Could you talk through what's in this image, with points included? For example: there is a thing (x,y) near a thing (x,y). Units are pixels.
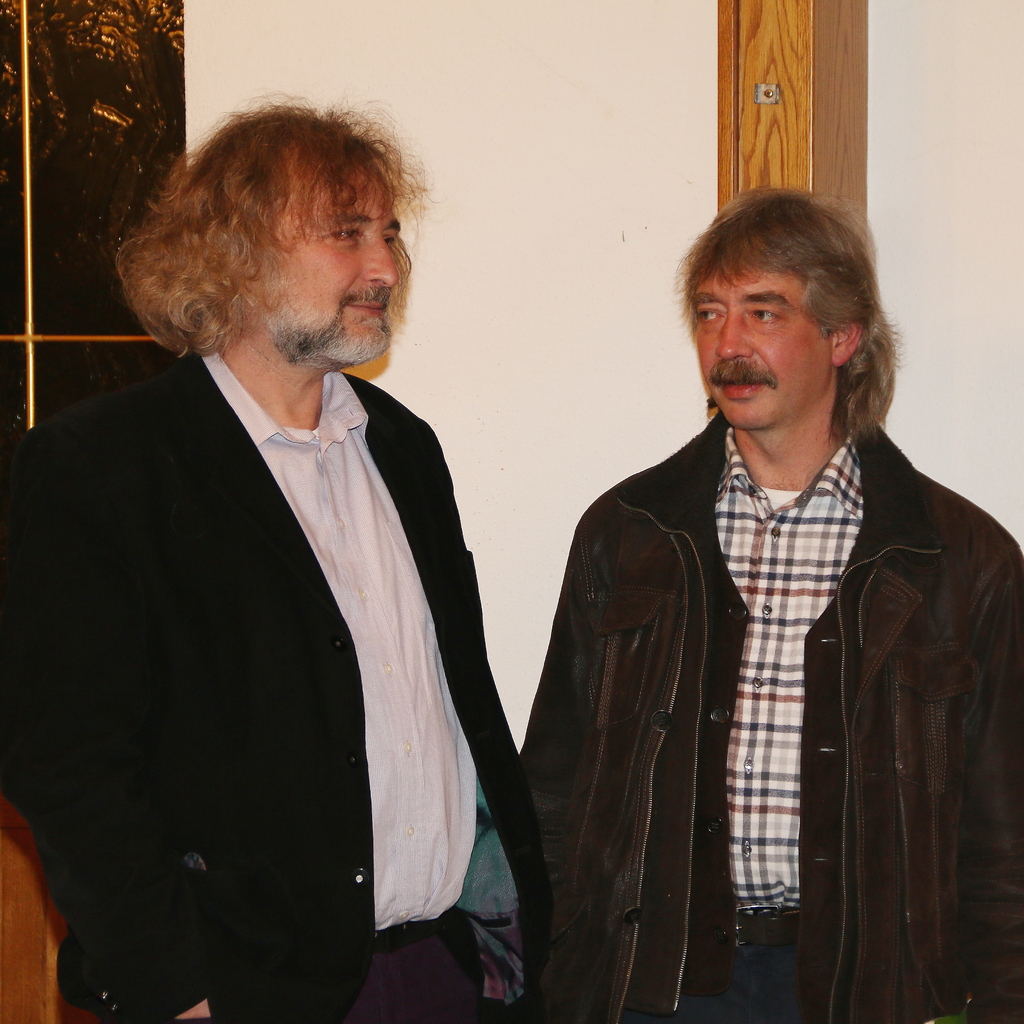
In this image, there are a few people (752,309). In the background (530,215), we can see the wall (905,7) with some objects (124,351). We can also see some wood (33,884) on the bottom left corner (26,950).
